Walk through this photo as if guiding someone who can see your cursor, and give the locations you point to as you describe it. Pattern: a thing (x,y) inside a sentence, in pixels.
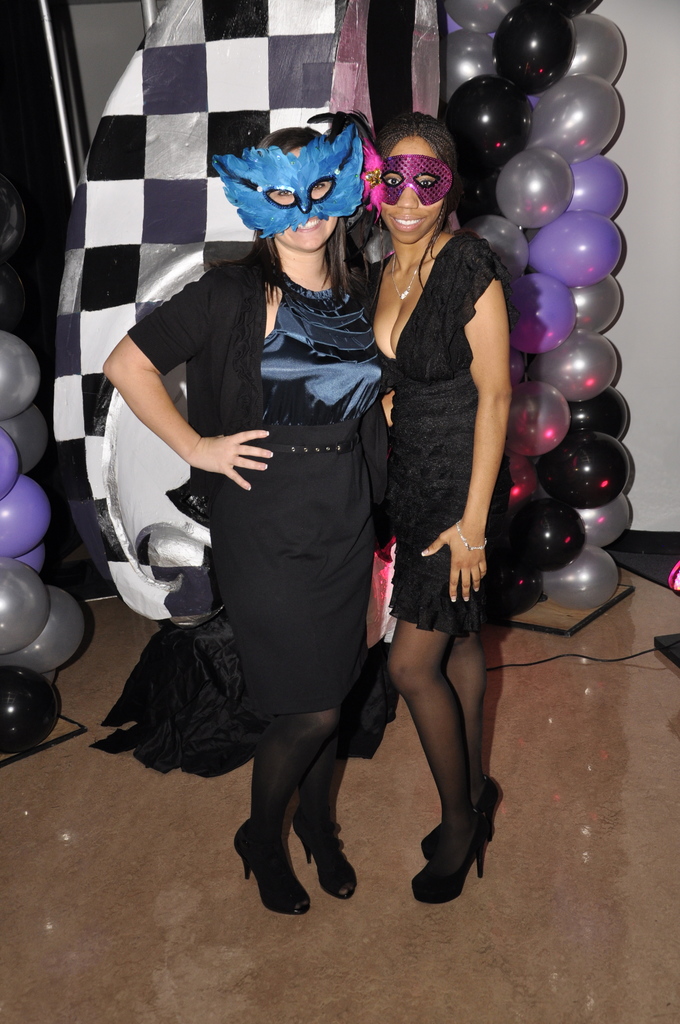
In this image I can see two women (319,440) wearing black colored dresses (282,509) are standing. I can see one of the women (312,215) is wearing blue colored mask (323,202) and the other is wearing pink colored mask (409,173). In the background (485,161) I can see few balloons (514,131) which are black, silver and violet in color and I can see the brown colored floor (589,767) and the white colored wall (645,285).
